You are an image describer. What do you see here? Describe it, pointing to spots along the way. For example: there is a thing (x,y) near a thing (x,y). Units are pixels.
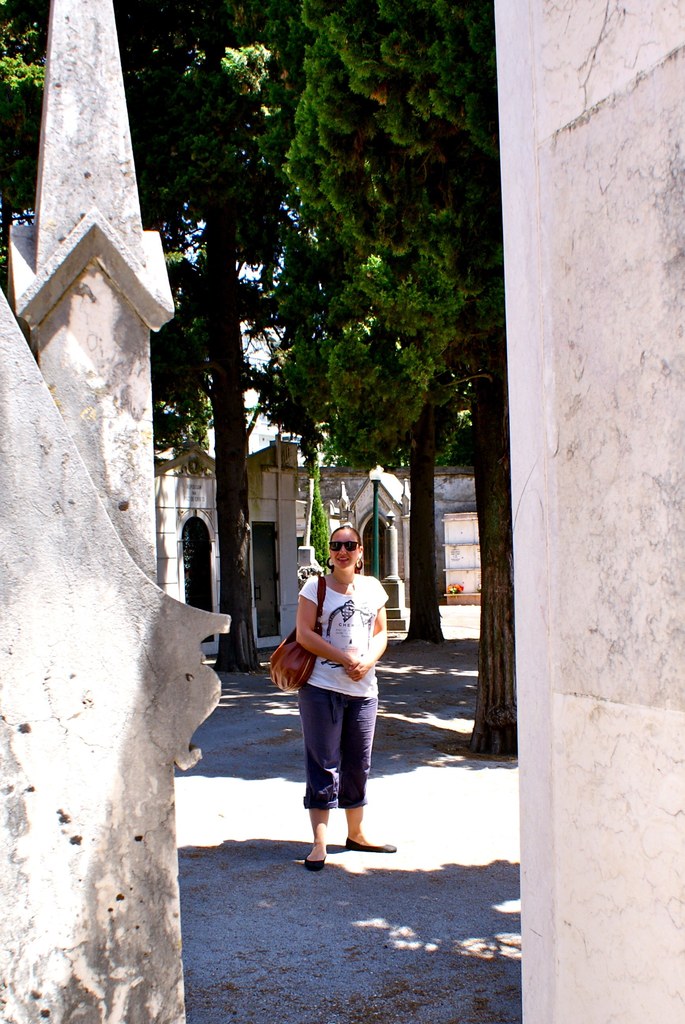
In this picture we can see a woman (319,672) standing and carrying a bag (322,591), behind we can see some buildings (168,475) and trees (310,292).
